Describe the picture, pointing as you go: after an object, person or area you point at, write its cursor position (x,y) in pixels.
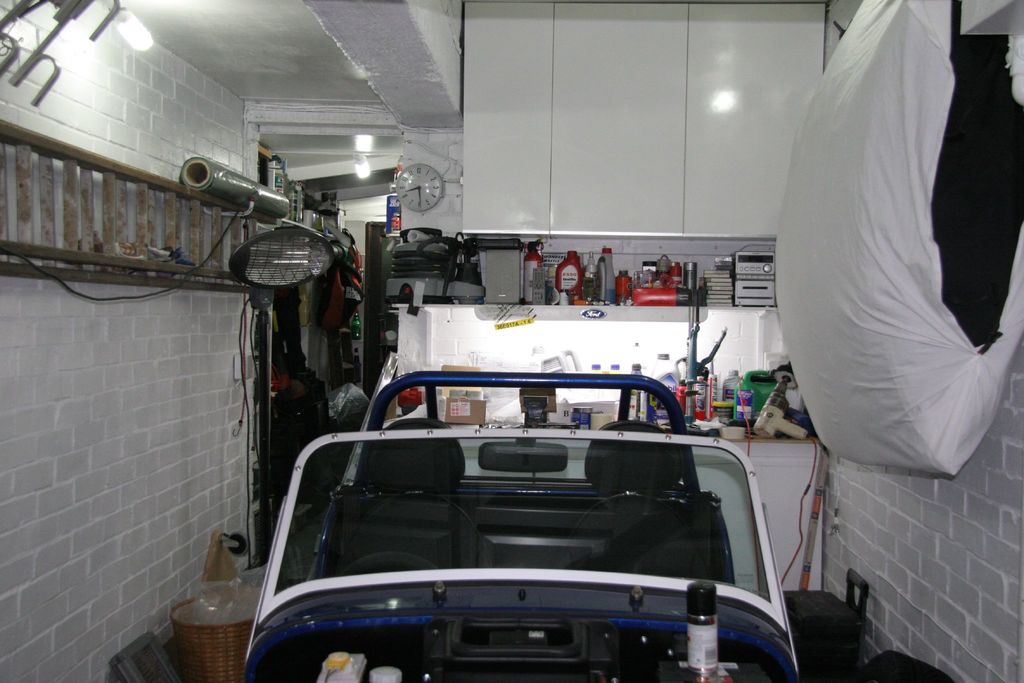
As we can see in the image there is a white color wall (114,417), lights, cupboard (504,134), shelves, vehicle (679,491), basket (224,626), dustbins (795,611), clock (412,187) and bottles (738,385).
